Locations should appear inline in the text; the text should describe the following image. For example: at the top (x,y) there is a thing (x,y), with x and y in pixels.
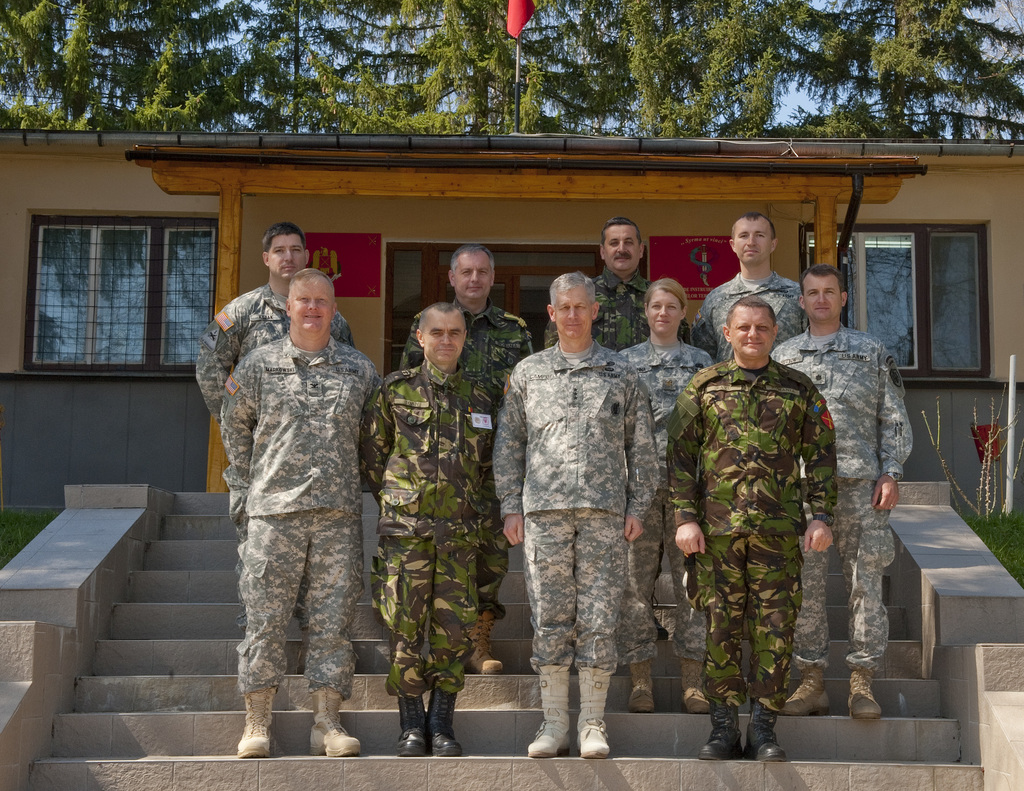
These are the men (734,448) that are standing on the staircase (517,706). A woman (656,294) is also there among them, behind them it looks like a house (395,250). At the top (75,65) there are trees (179,68).
